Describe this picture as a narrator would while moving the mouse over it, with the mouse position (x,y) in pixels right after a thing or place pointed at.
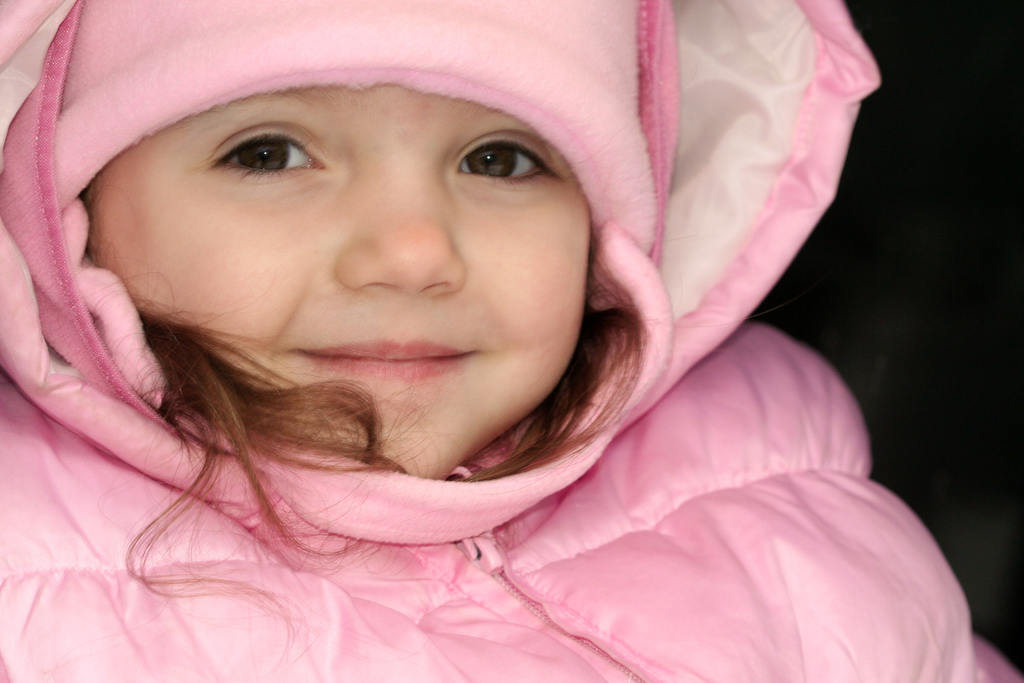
In this picture there is a girl (391,493) with pink color jacket (503,608) is smiling and she has black eyes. On the right side of the image (952,281) there is a black background (945,205).
